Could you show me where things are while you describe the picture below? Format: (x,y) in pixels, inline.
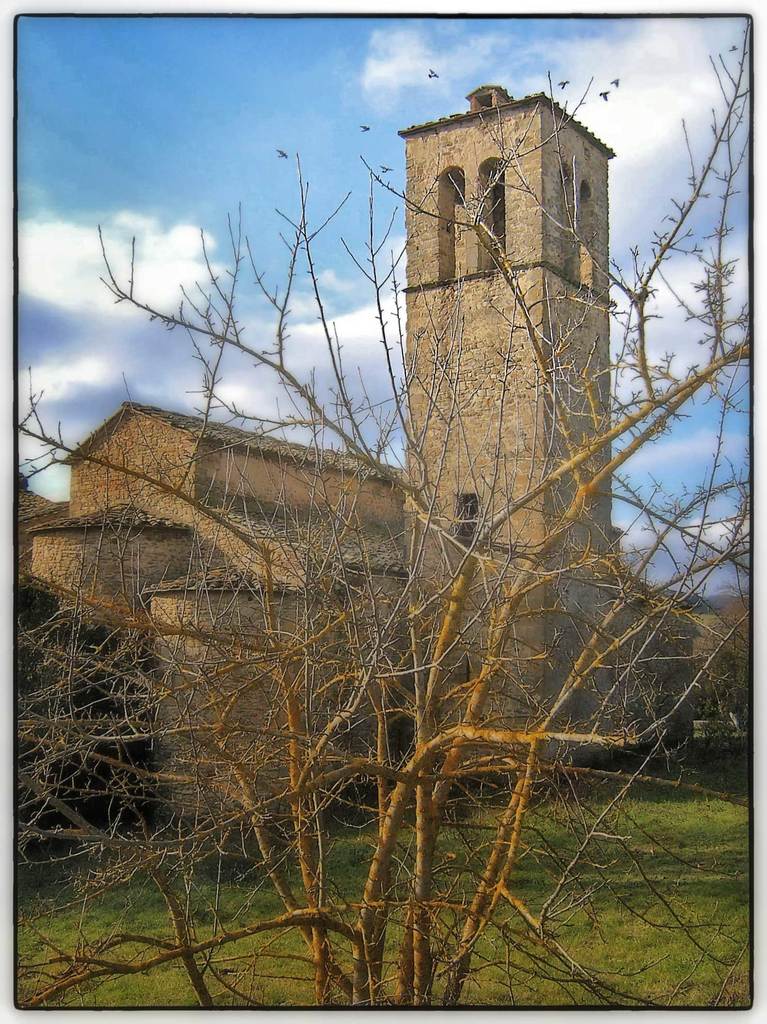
In the image there is a fort (506,228) and around the fort (171,569) there is grass (535,812), there is a dry plant (379,736) in the foreground (451,773).
